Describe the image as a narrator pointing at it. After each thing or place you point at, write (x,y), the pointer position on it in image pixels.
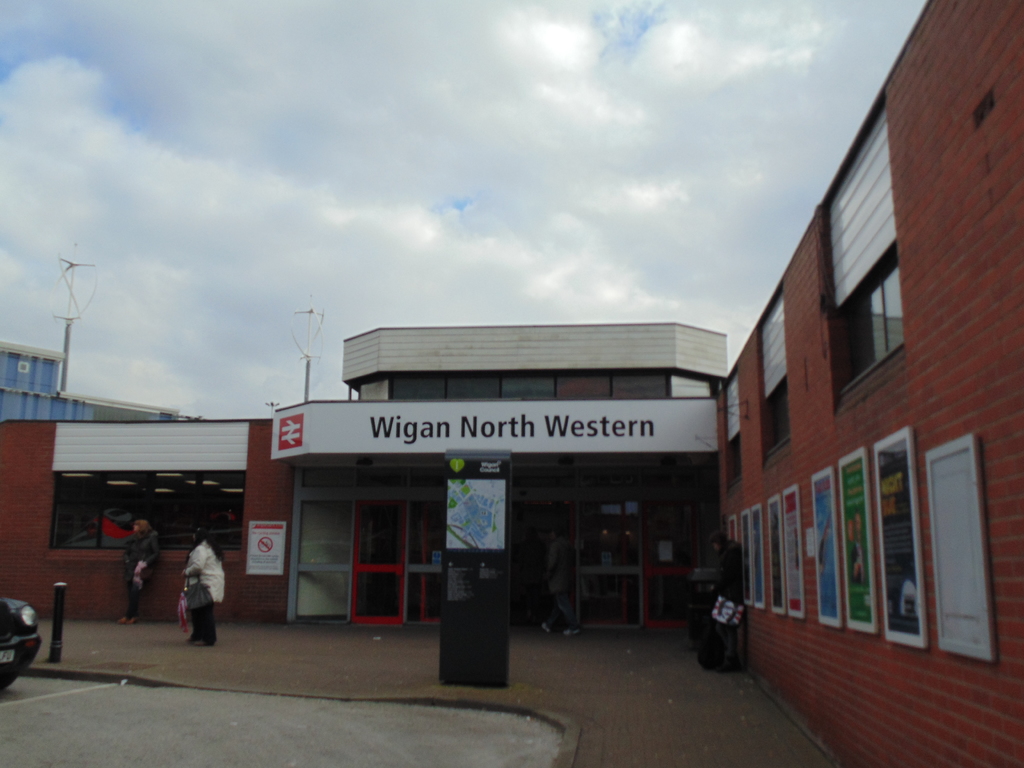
In this image, we can see posters (963,560), banner (522,445), wall (1017,578), glass windows (647,497) and hoarding (658,438). Here we can see few people (569,613) on the walkway (479,687). Left side of the image (24,654), we can see pole (63,617) and vehicle (24,641). Background (711,224) we can see the cloudy sky (570,243), poles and building (21,380).
